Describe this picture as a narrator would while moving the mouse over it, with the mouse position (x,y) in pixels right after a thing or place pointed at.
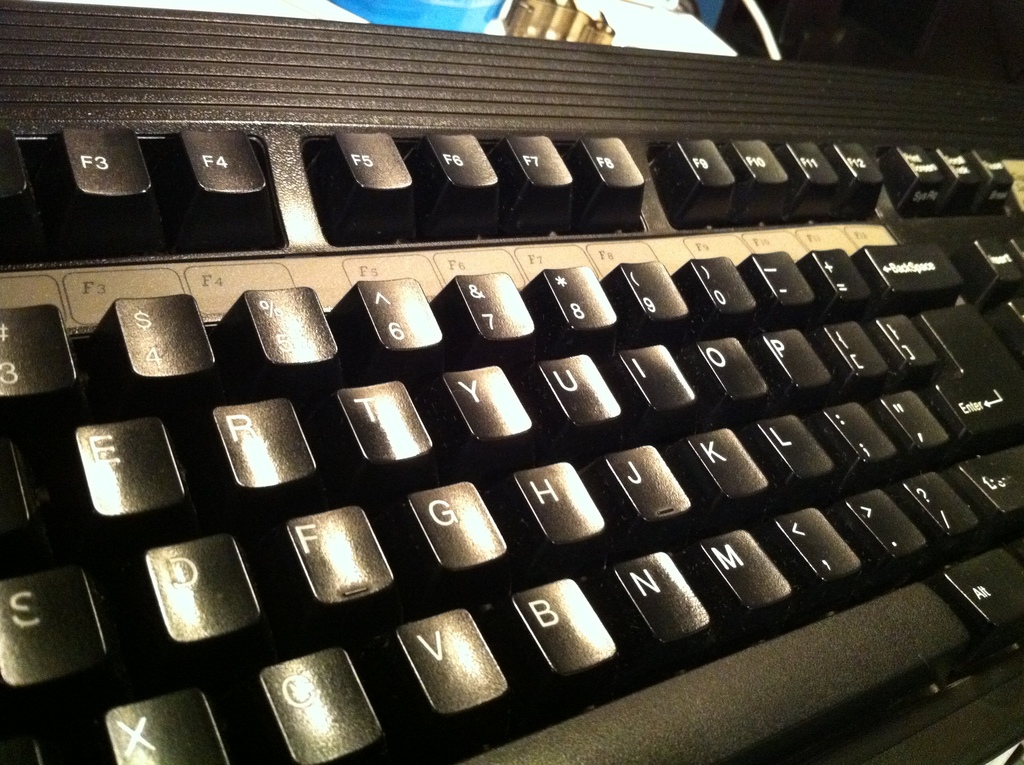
In this image, we can see a keyboard (654,281).
